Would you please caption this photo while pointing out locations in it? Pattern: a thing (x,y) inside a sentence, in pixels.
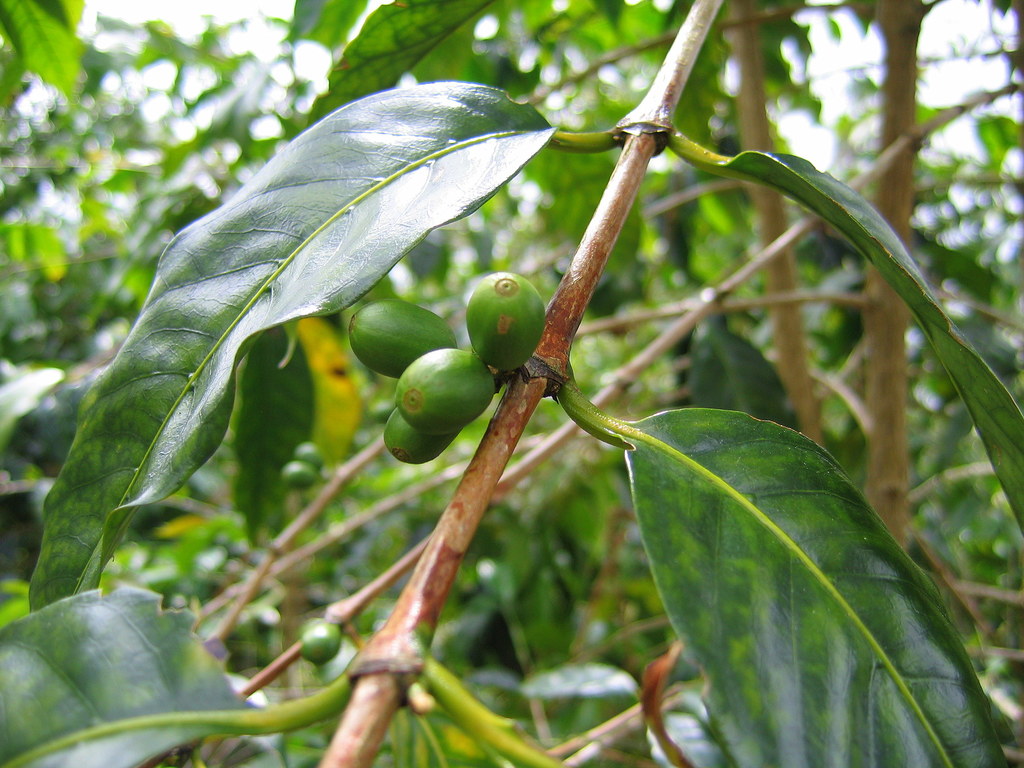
Here I can see a stem (541,378) along with the leaves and fruits (421,337). These fruits (436,349) are in green color. In the background (459,262) there are many plants (167,169).
